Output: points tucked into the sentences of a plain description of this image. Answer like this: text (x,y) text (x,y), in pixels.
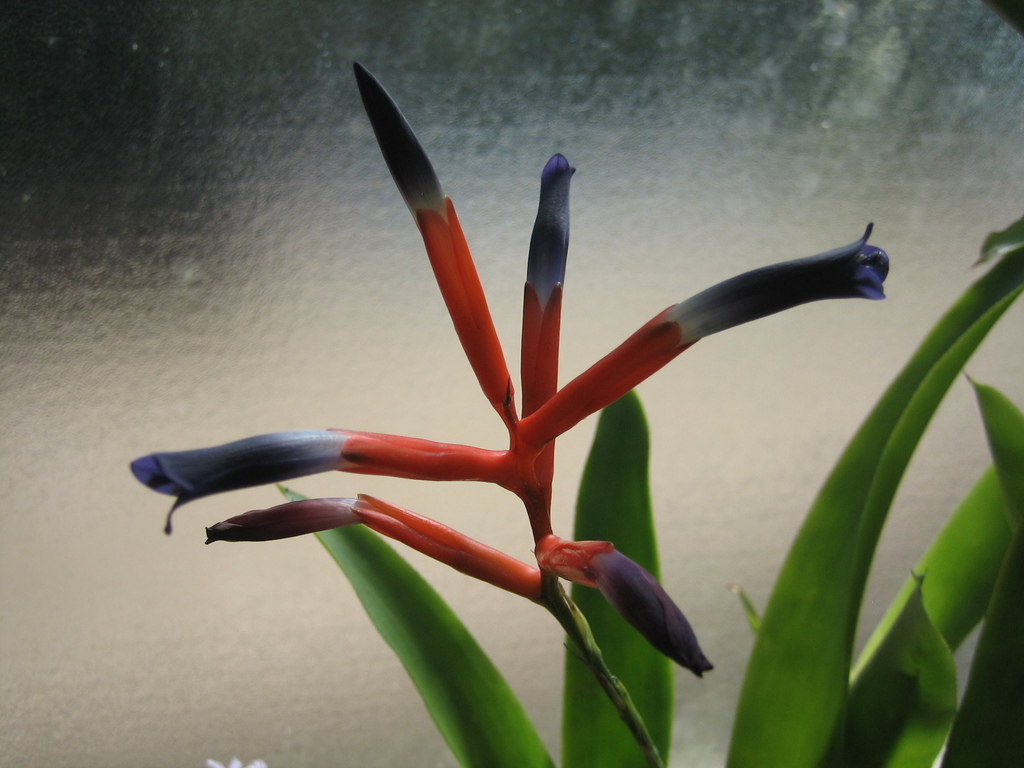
In this image we can see some flowers (521,470) and buds (635,613) to the stem (533,493) of a plant (660,635). We can also see some leaves (907,634).
